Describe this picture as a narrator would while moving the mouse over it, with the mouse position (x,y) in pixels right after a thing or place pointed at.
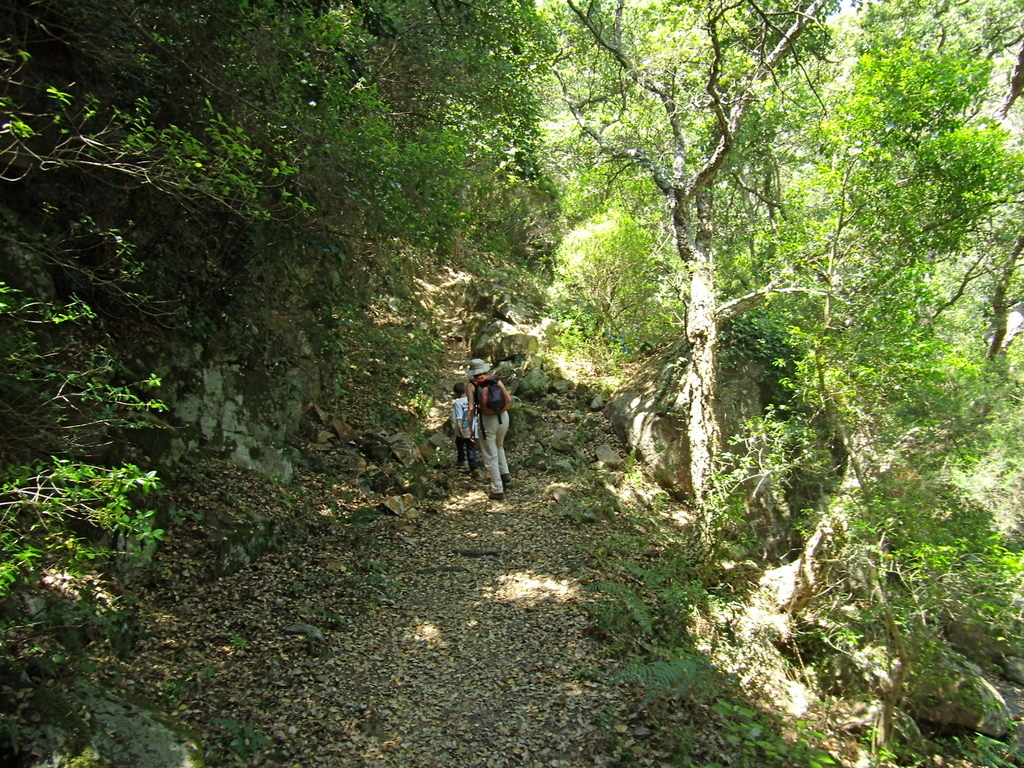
In this picture I can see people (462,444) on the surface (430,548). I can see trees (952,74).
